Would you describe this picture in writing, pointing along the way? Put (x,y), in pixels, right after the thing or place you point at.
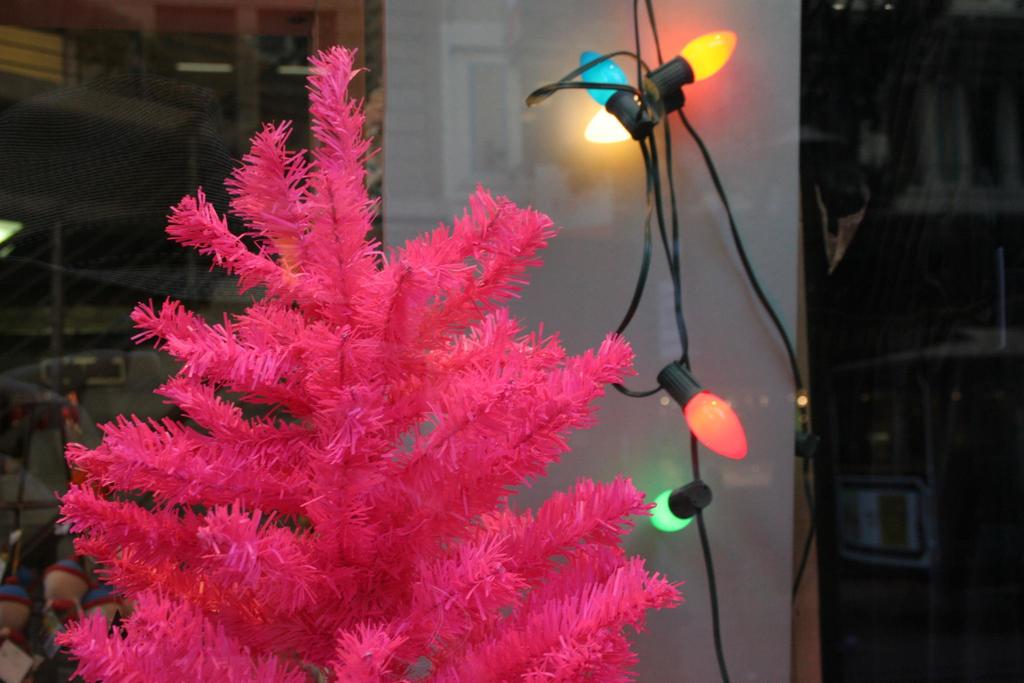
In this image there is a pink color spruce plant (312,473) in the middle (380,422). Beside it there are bulbs (700,402) of different colors which are connected with the wires (647,249). On the left side (146,201) there is a glass (178,135) in the background (194,121). On the glass (81,175) we can see the reflections (113,281) of ceiling lights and some objects (8,604) at the bottom (12,640).
